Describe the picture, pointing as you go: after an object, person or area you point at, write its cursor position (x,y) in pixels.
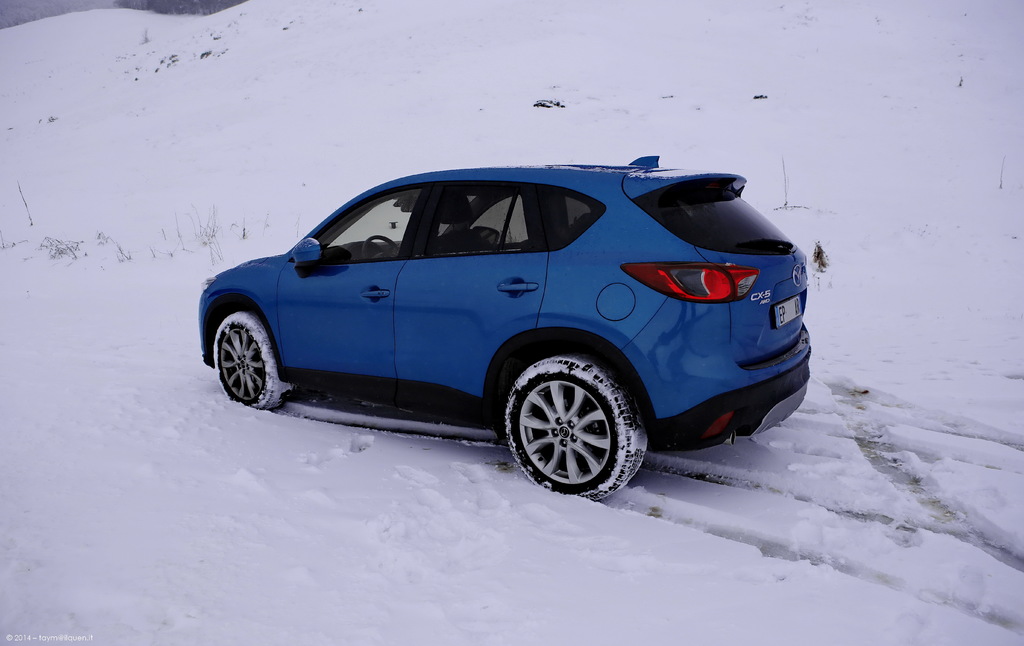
In the image we can see a vehicle (458,298), blue and black in color. Everywhere there is snow (730,475), white in color.
